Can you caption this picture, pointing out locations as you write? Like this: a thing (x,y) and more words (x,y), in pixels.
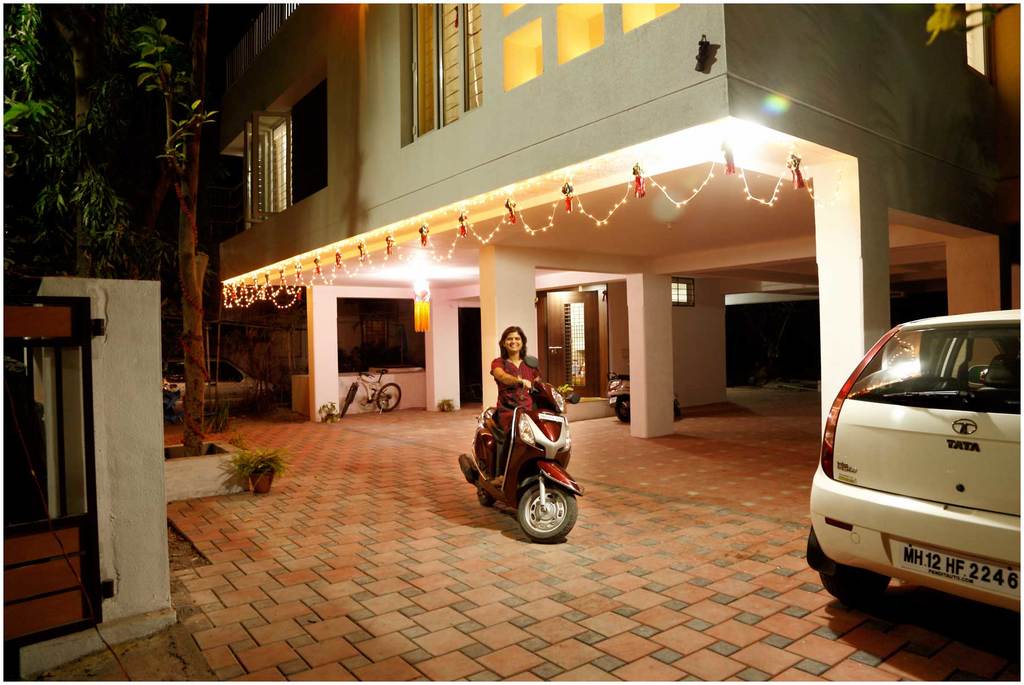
In this image I can see the person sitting on the vehicle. In front (928,470) the vehicle (911,465) is in white color, background (200,110) I can see the building (473,183) in cream color and I can also see few windows (268,180), lights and I can see the gate (76,342) in brown color and few trees (90,98) in green color.
